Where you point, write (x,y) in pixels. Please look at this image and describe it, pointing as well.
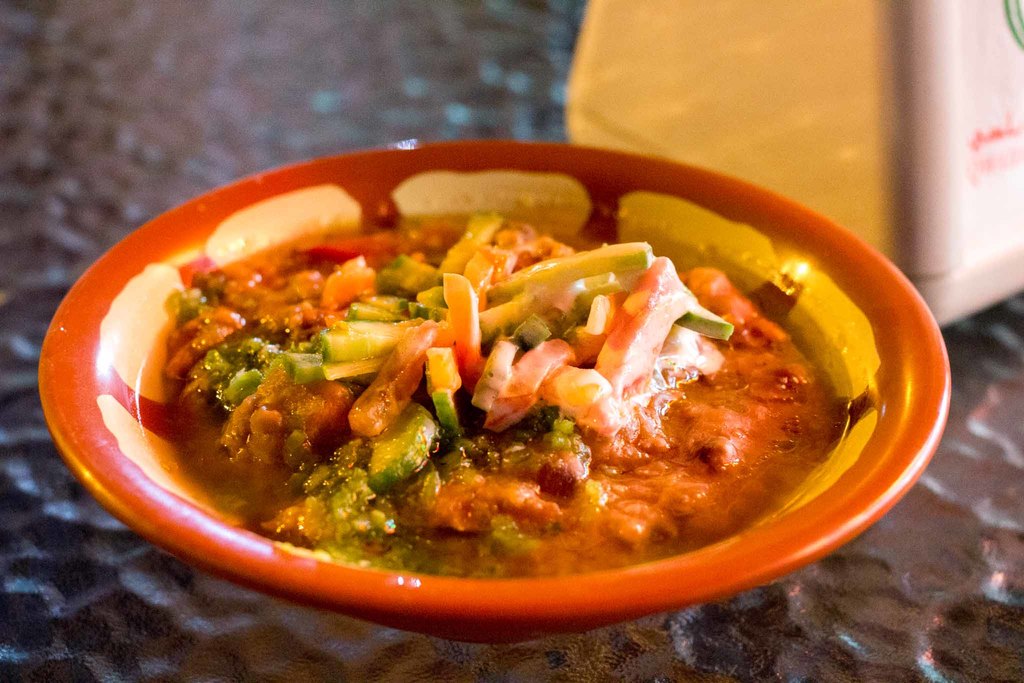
In this picture we can see a bowl (803,503), there is some food (613,412) present in the bowl (804,517), on the right side (975,174) we can see something, there is a blurry background (319,88).
